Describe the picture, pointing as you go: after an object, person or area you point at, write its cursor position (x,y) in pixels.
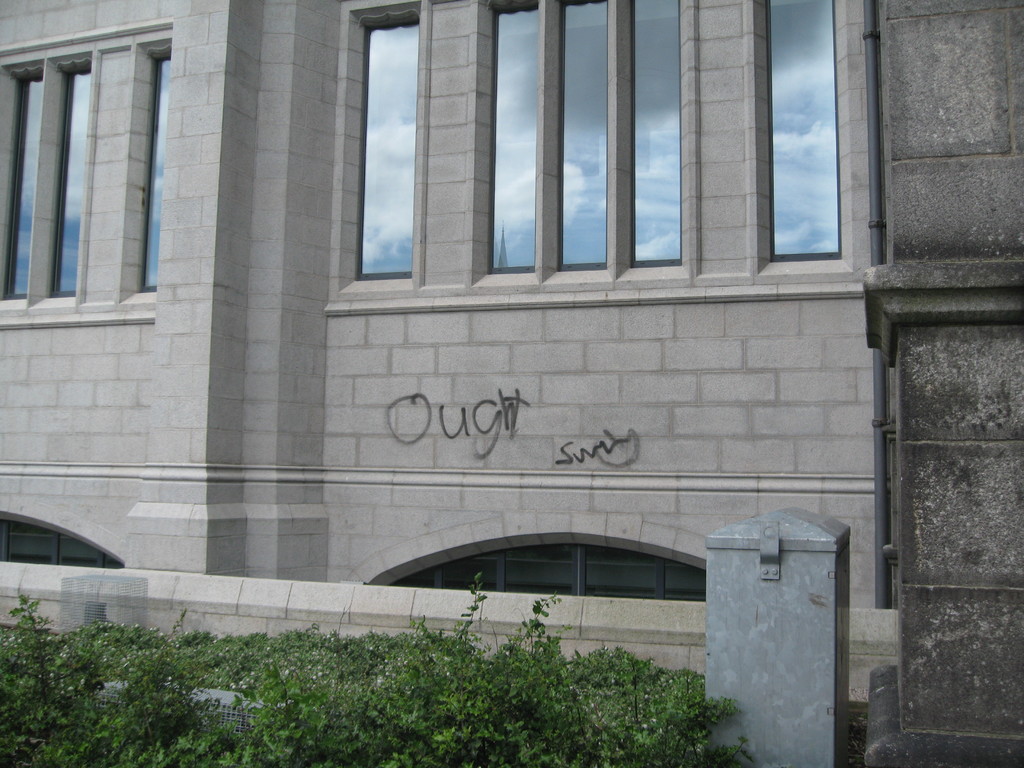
In the center of the image (549,266) there is a building (607,531). There are windows (654,180). At the bottom of the image (440,662) there are plants (359,653). There is a wall (920,387) to the right side of the image (931,389).
